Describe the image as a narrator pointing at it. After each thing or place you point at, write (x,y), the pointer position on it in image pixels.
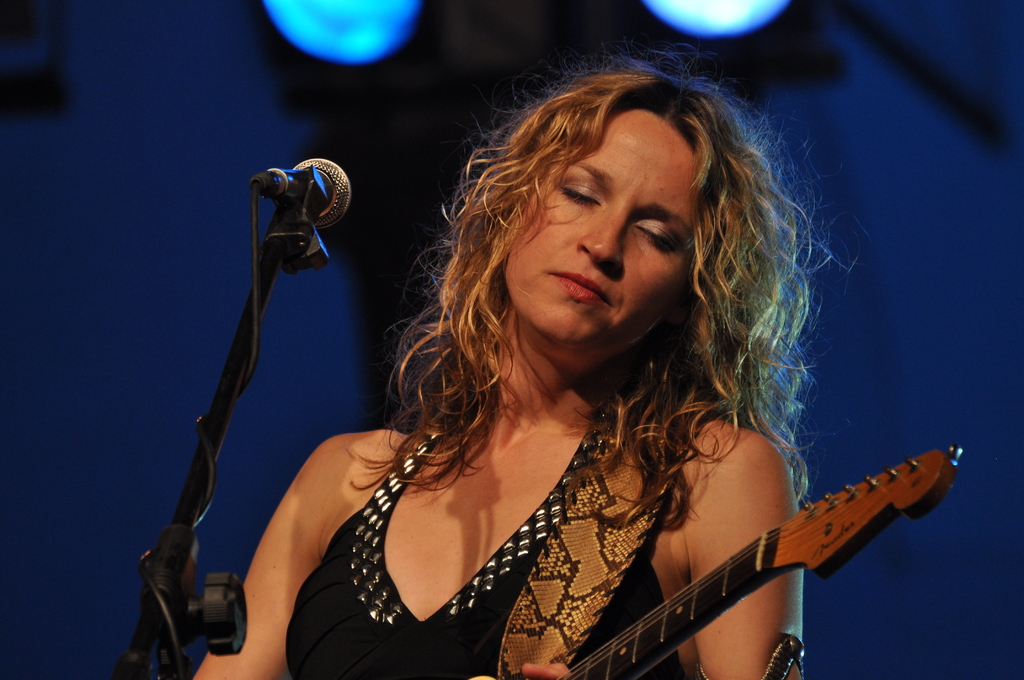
In this image I can see a woman (670,673) is holding a guitar (803,530), I can also see a mic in front of her.
